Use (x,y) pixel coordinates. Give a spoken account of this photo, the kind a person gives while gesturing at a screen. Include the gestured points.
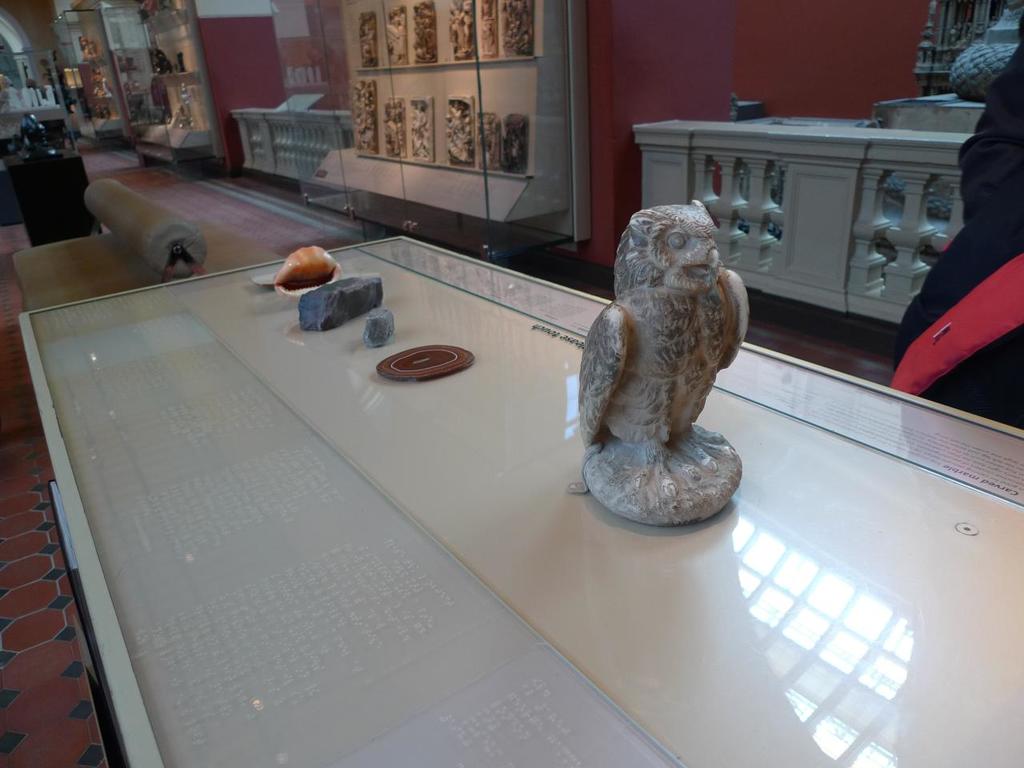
In this picture here we see a display case (350,490) on which an owl statue (700,431) is present. Here we also have a seashell (318,274). Behind the display case (231,303), there is a sofa (32,276). Behind sofa (97,189) we have another small table (80,184). In the background (518,148) we have glass window (341,102) inside which some statues (466,130) are present. It looks like a big room (257,113).
